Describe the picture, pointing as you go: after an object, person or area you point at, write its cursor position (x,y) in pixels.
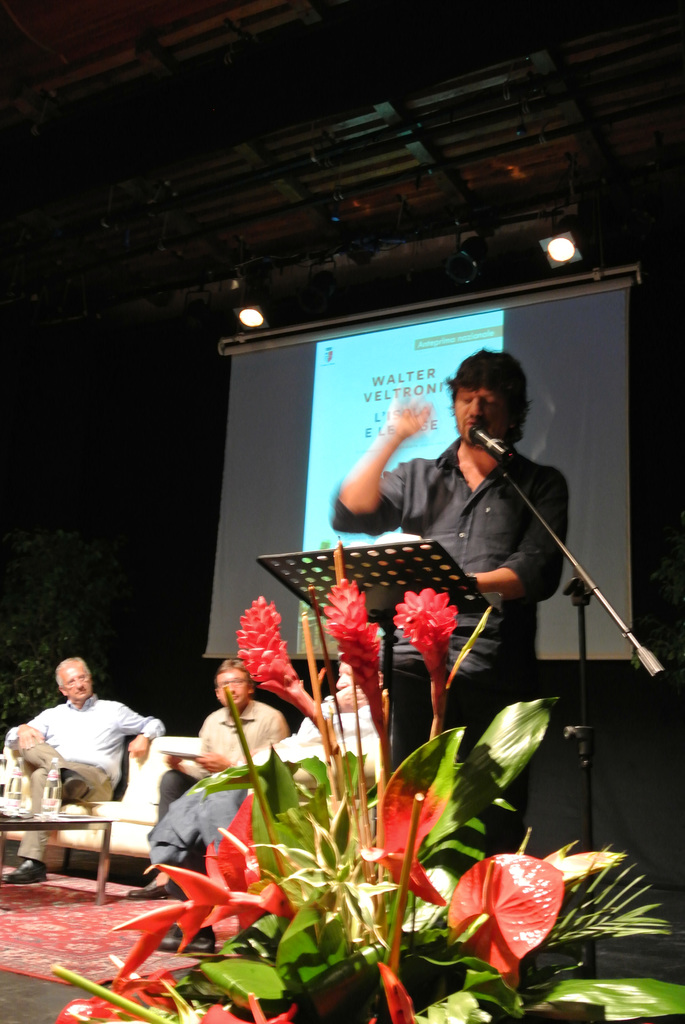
In this image we can see the person (480,552) standing and talking into a microphone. And we can see the plant (352,857) and stand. And at the side there are people (180,768) sitting on the couch (118,816). In front of them there is a table (52,820), on the table (104,868) there are bottles (18,788). And at the back (359,376) there is a screen (416,444) and at the top (341,194) there is a ceiling (416,256) with lights (546,246).
